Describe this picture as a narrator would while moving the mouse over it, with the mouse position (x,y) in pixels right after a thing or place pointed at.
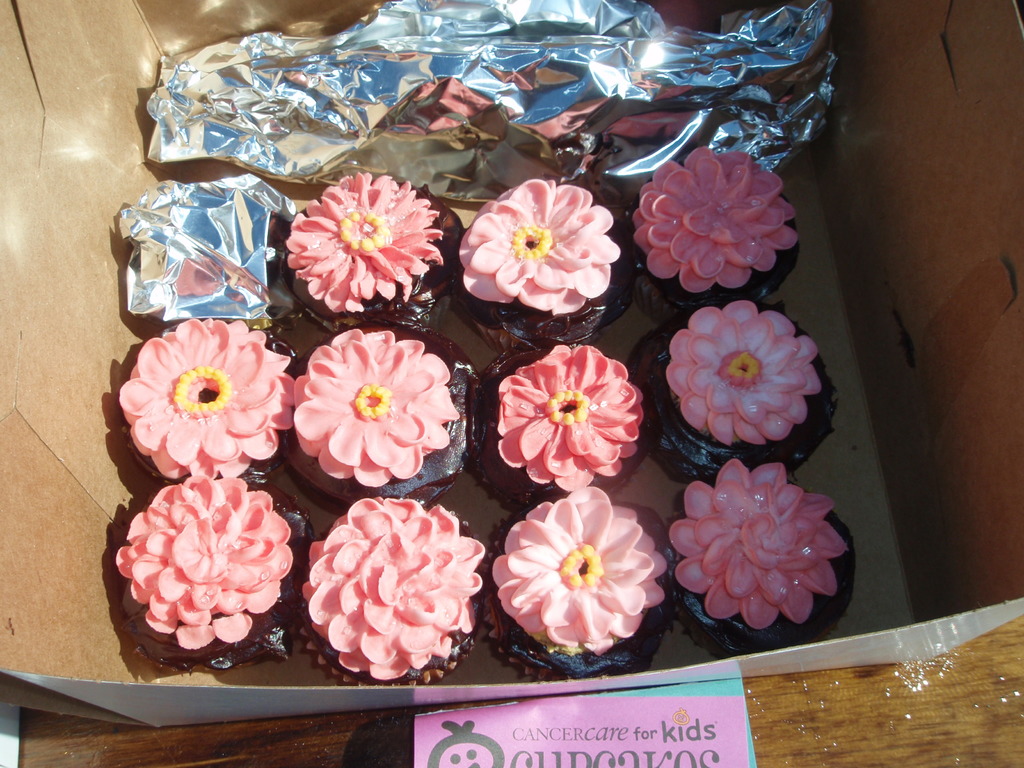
In the center of the image (381,342) we can see cakes (588,486) placed in a box (106,507). In the background (145,747) there is table (143,733).
